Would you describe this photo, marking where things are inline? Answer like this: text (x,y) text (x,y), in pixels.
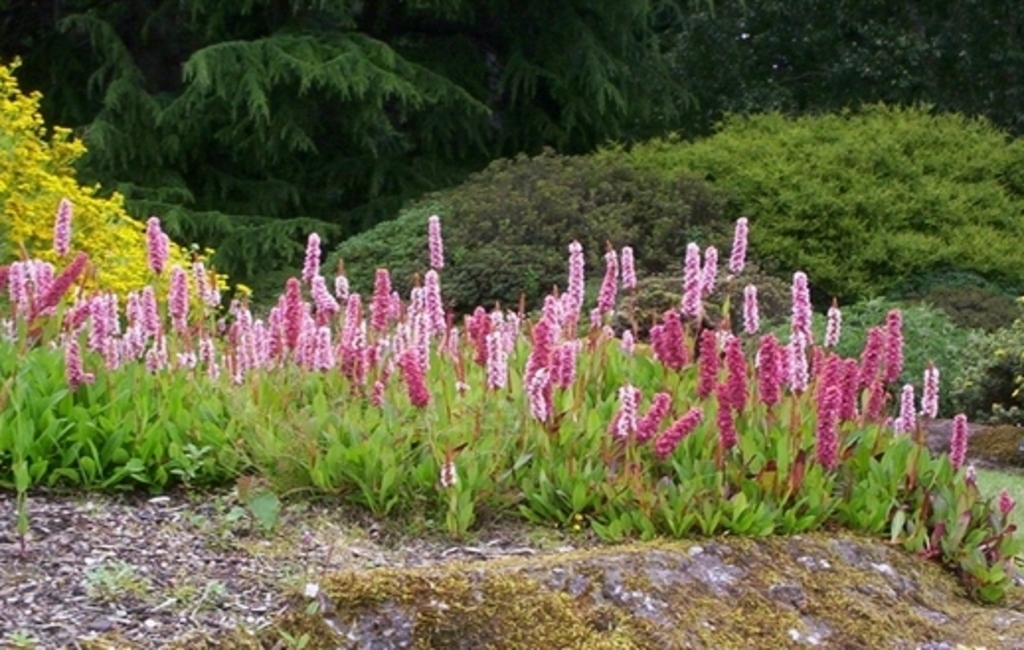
In this image we can see flowers (544,351) to the plants (227,378), bushes (497,278) and trees (475,85).
